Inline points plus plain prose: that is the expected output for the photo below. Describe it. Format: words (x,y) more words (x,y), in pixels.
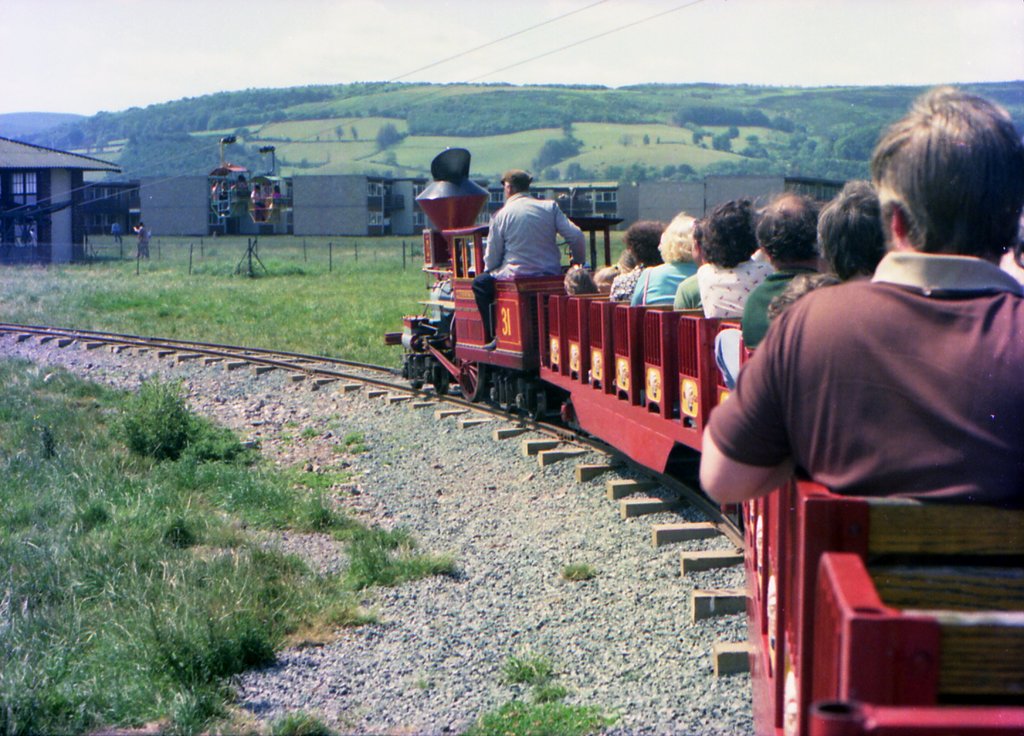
In this image we can see a train (532,296) on the railway track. There are few people (946,418) sitting in the train (469,245). On the ground (255,411) there is grass (172,503). In the background (56,185) there are buildings (71,190). Also there are trees (468,101) and sky (221,59). Near to the railway track (361,384) there are stones (595,617).
